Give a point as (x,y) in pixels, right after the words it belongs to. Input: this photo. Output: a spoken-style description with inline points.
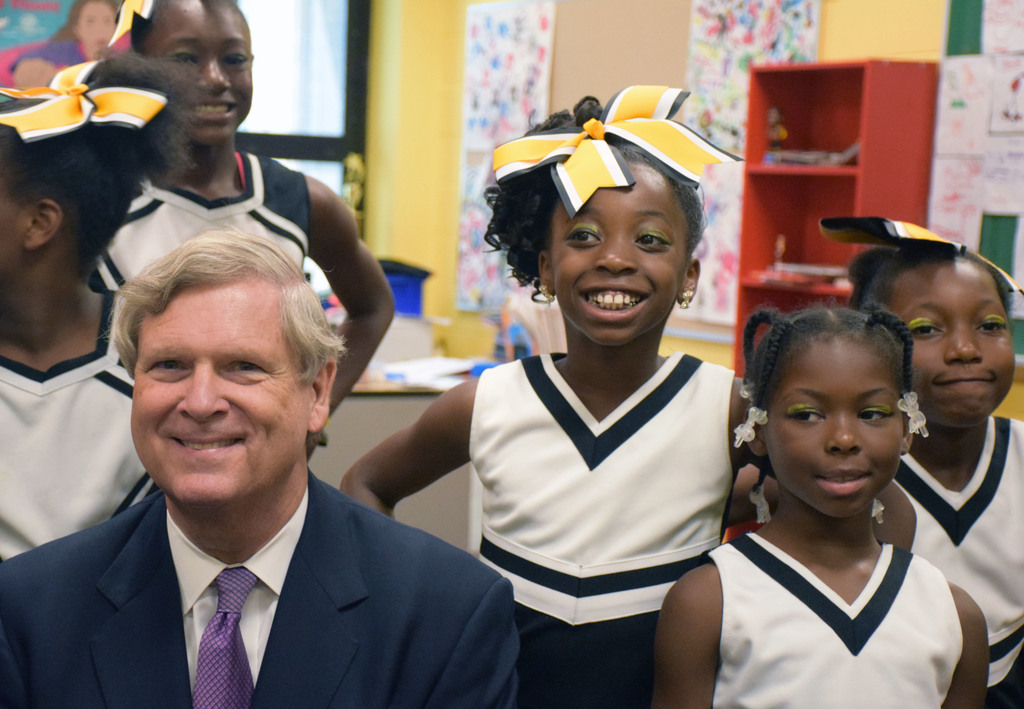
This picture shows the inner view of a room (389,147). Three frames (736,39) attached to the wall (401,153), one glass window (296,93), some papers (952,72) are attached to the notice board (999,170), some objects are on the table (362,420) and some objects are in the cupboard (754,294). Five children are standing and one man (314,579) is sitting.
